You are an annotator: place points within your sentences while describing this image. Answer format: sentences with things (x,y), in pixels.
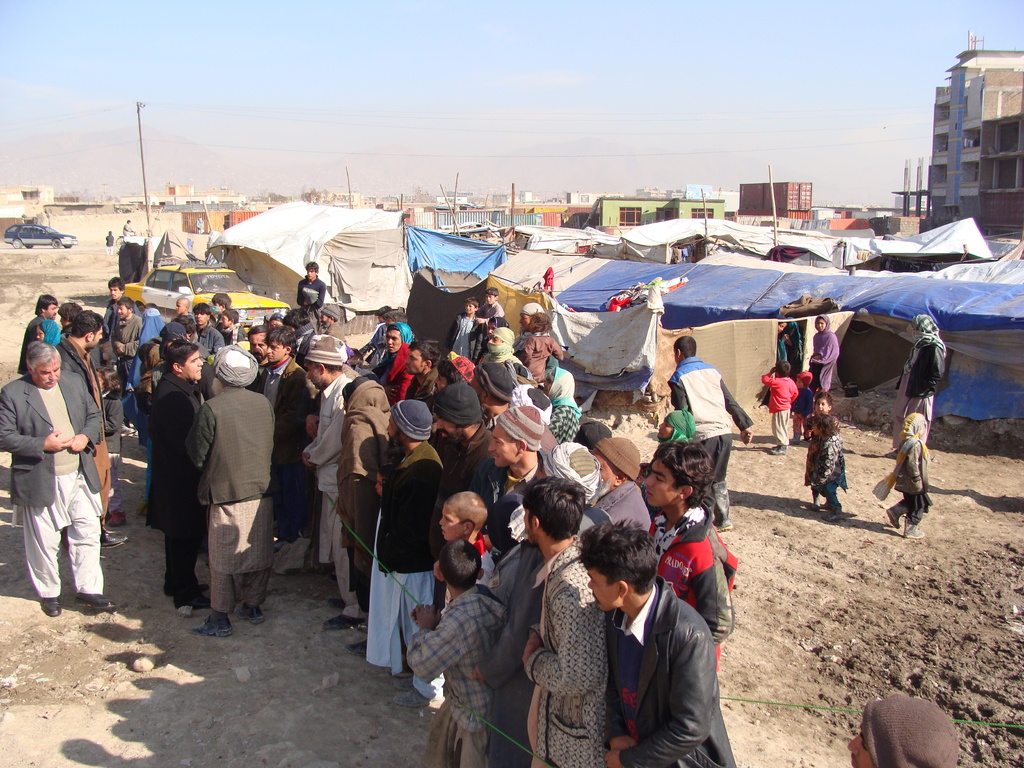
In this picture there are group of people (529,485) standing. At the back (557,256) there are tents (998,253) and buildings (972,139) and there are vehicles (152,287) and poles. At the top (494,28) there is sky (494,28) and there are wires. At the bottom (135,687) there is mud (153,672).
